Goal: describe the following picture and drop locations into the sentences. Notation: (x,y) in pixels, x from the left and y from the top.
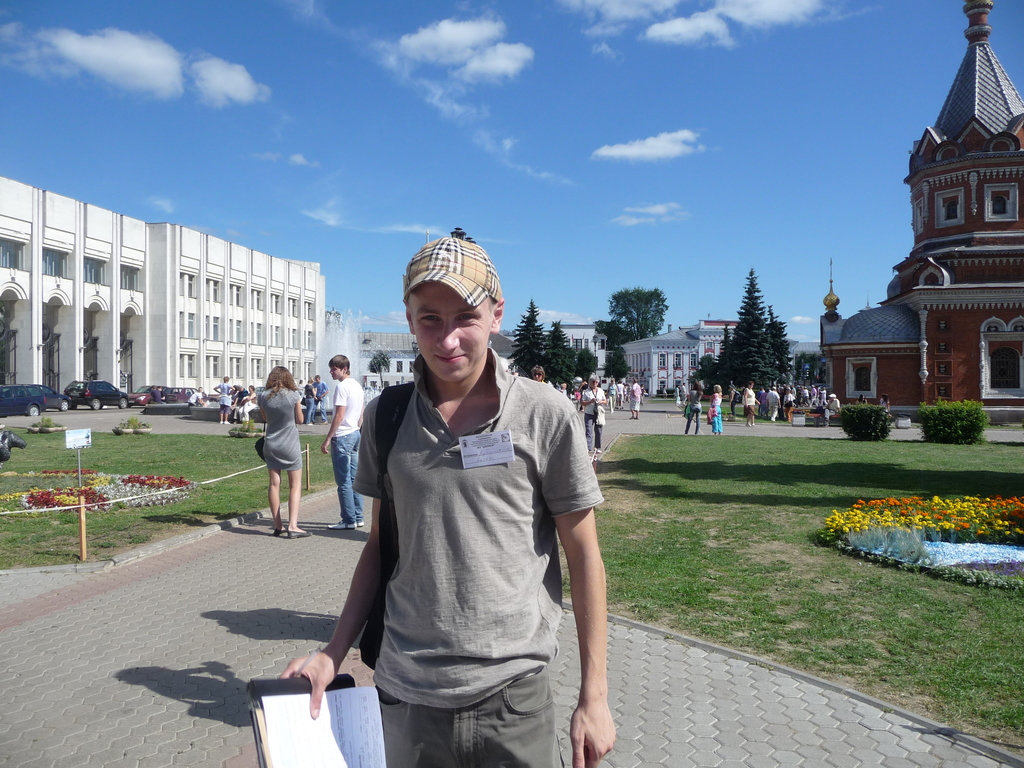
In this image we can see a group of people (517,424) standing on the floor (308,626). One person (422,642) wearing a cap (475,272) and a book (328,691) in his hand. One woman (295,438) wearing grey dress (285,424) is carrying a bag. In the background (939,543), we can see group of flowers (935,526), plants (907,516), trees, buildings (1004,262) and vehicles (138,391) parked on the ground (184,418) and the cloudy sky (540,161).
